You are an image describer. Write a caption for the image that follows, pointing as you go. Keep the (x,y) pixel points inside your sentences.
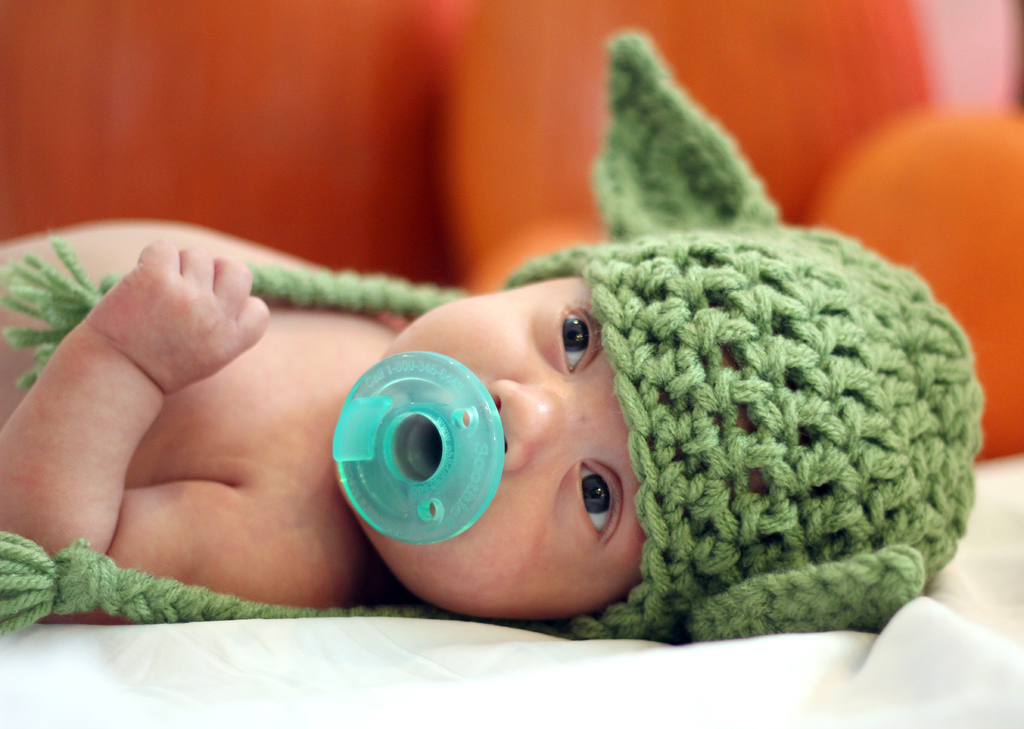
In this image I can see a baby (491,565) is lying. I can see a green color cap (736,432) to the baby's head (555,421). The background (261,77) is blurred.
